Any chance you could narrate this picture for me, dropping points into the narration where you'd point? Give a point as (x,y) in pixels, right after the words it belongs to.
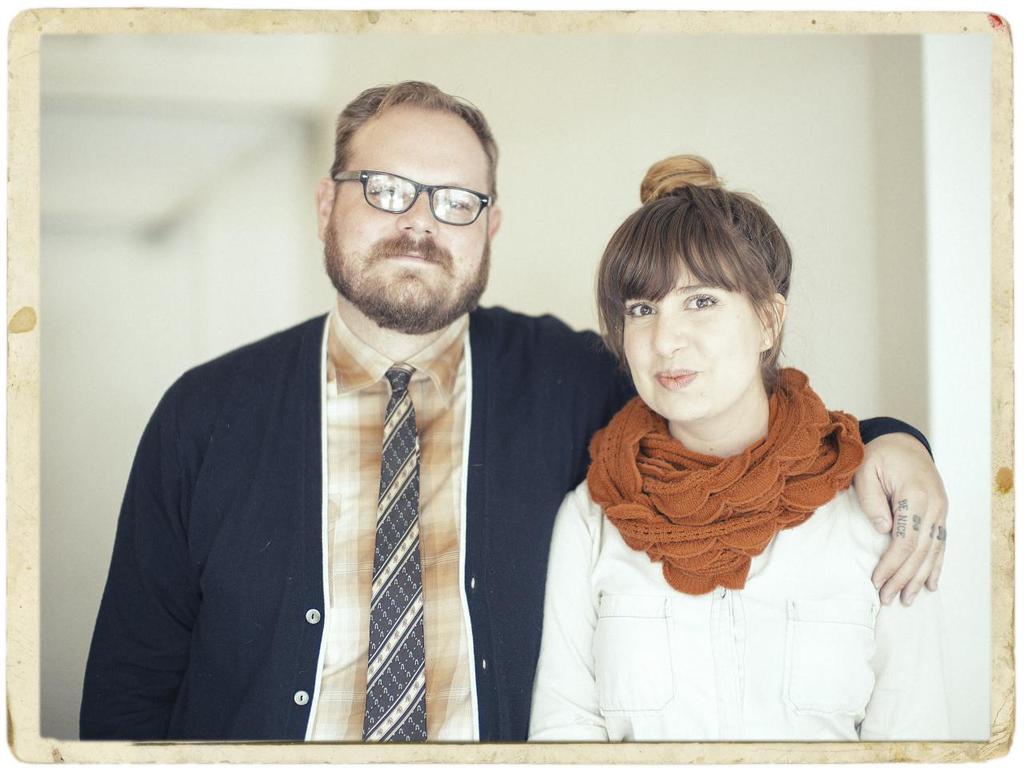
In the picture we can see a photograph (604,517) in that we can see a man (905,509) and a woman (722,517), a man (342,609) is wearing a blue cardigan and a tie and a shirt (356,603) and a woman (706,563) is wearing a white shirt (876,649).
